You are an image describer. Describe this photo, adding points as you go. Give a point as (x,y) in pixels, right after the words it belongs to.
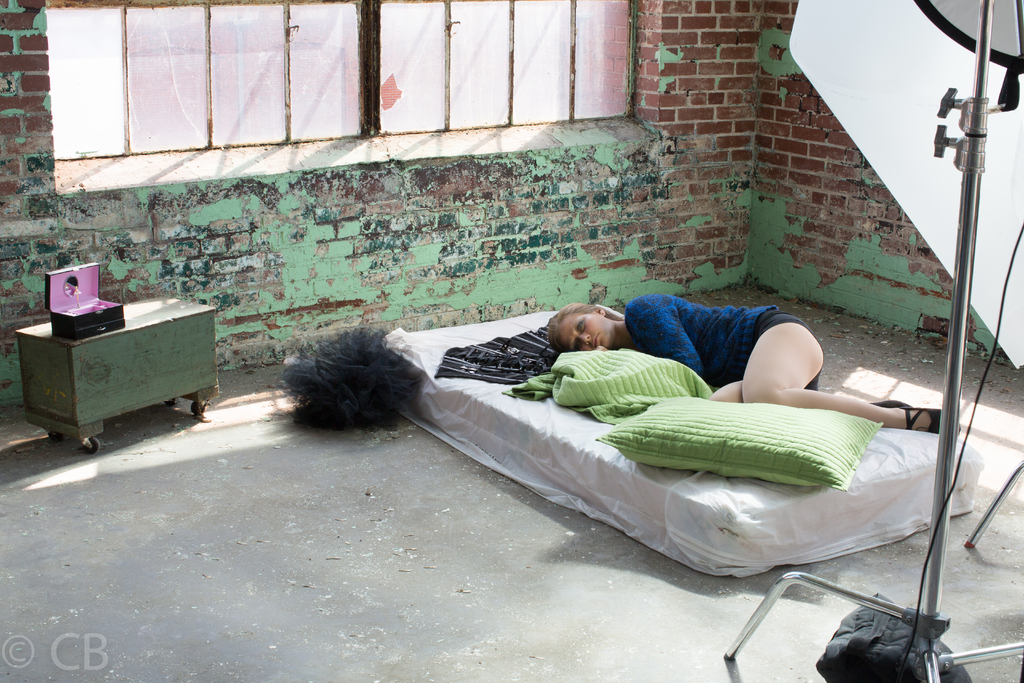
In this image a woman (619,348) is lying on the bed (725,480) which is having a blanket (621,411) and a pillow (685,442) on it. Left side (95,393) there is a table (120,392) having a box (66,329) on it. Right side there is a stand (960,249). Background (217,218) there is a wall (347,264) having windows (239,118). Right bottom there is a bag (852,641) on the floor (781,653).
